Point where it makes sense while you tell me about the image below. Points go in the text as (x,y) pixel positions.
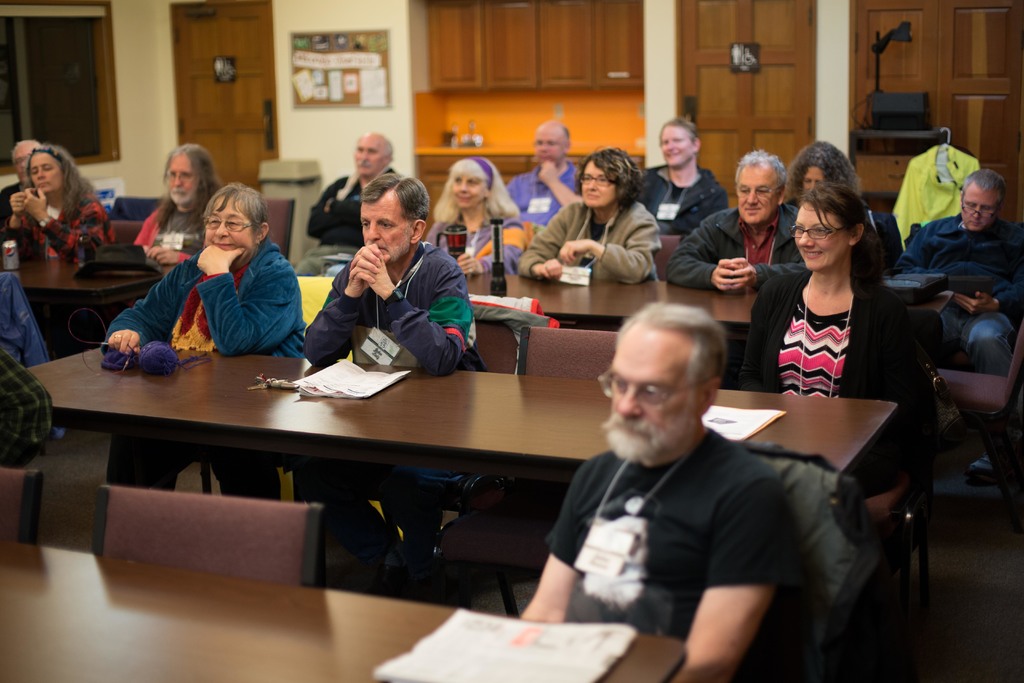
The picture is taken in a closed room (388,309) in which there are so many people (568,198) sitting on the chairs (520,526) and in front of them there are tables (493,405) on which there are papers (383,376) placed and at that corner of the picture behind the people (968,222) there is one shirt (916,213) hanged to the wall (483,118) and there are shelves (464,153) and on the wall (483,101) there is one board (388,62), doors (245,69) and at the left corner of the picture (69,115) there is one window (55,122).
